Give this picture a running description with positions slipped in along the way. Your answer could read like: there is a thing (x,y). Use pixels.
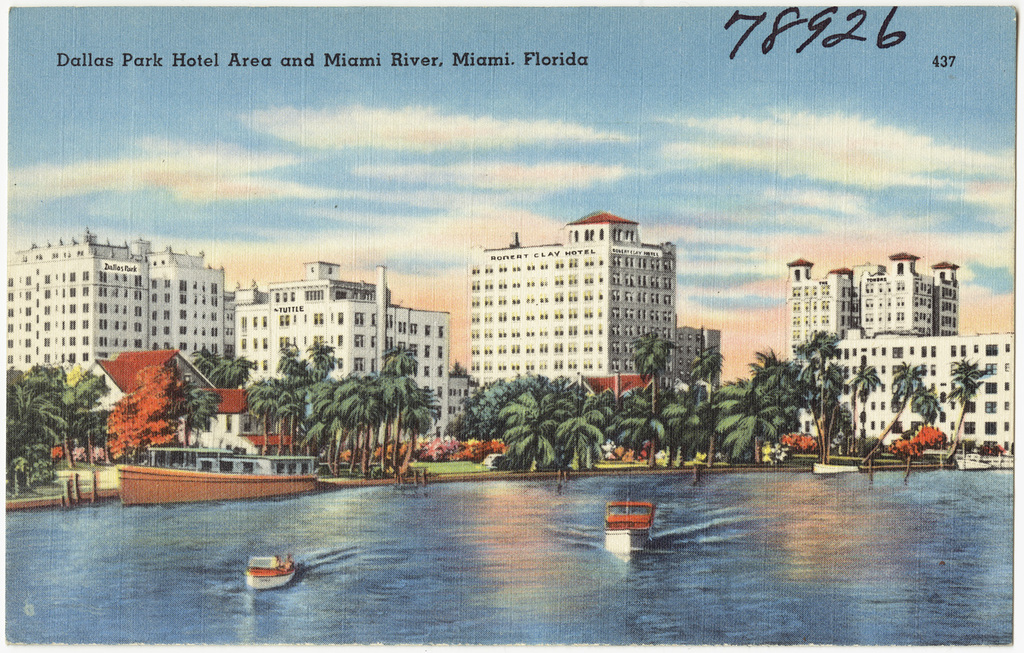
In this picture, it seems like a poster, where we can see buildings (526,350), trees (469,416), ships (624,528) on the water surface (743,493) and the sky (530,201).
